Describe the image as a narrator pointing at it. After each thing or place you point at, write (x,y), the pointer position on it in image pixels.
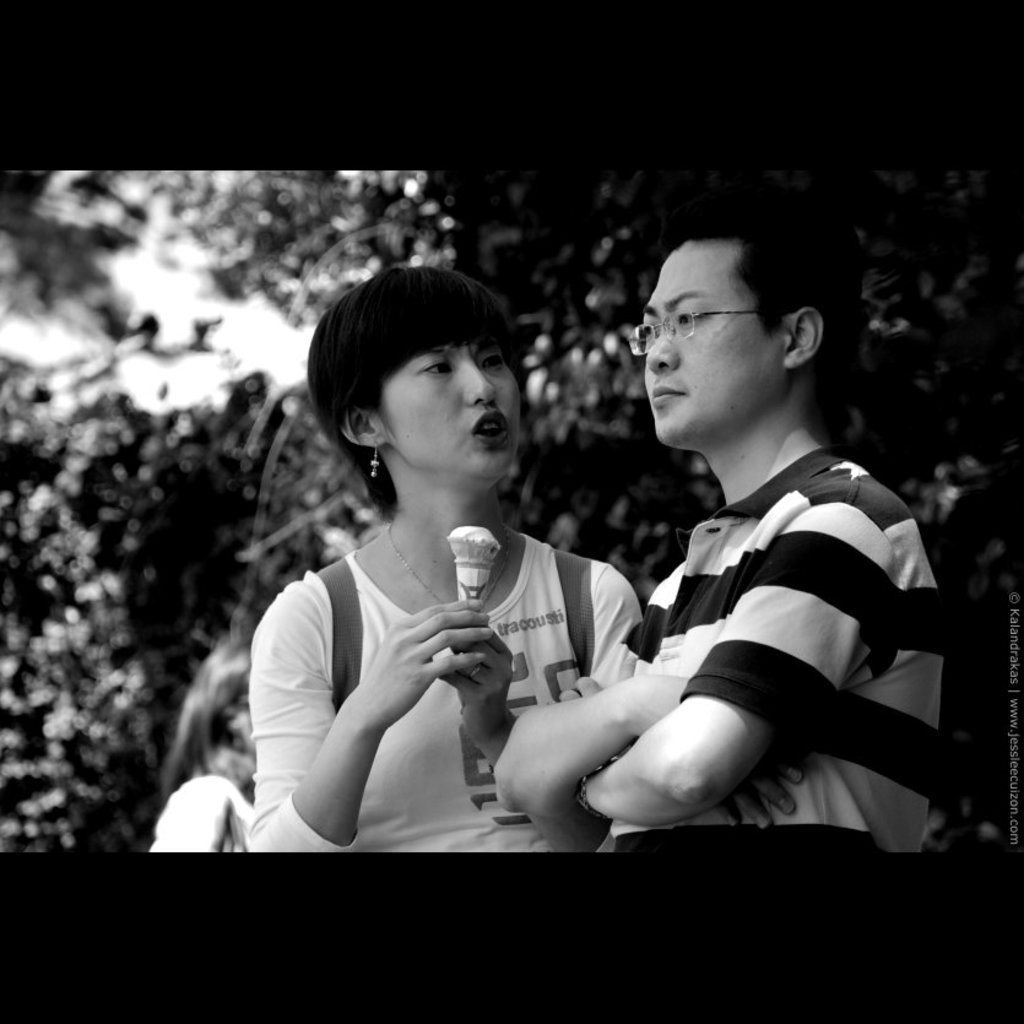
In this image we can see a man (733,602), and a lady (536,596), the lady (536,596) is holding an ice cream (477,603), behind them there are trees (437,211), and the picture is taken in black and white mode, also the background (115,463) is blurred, there are text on the image.
